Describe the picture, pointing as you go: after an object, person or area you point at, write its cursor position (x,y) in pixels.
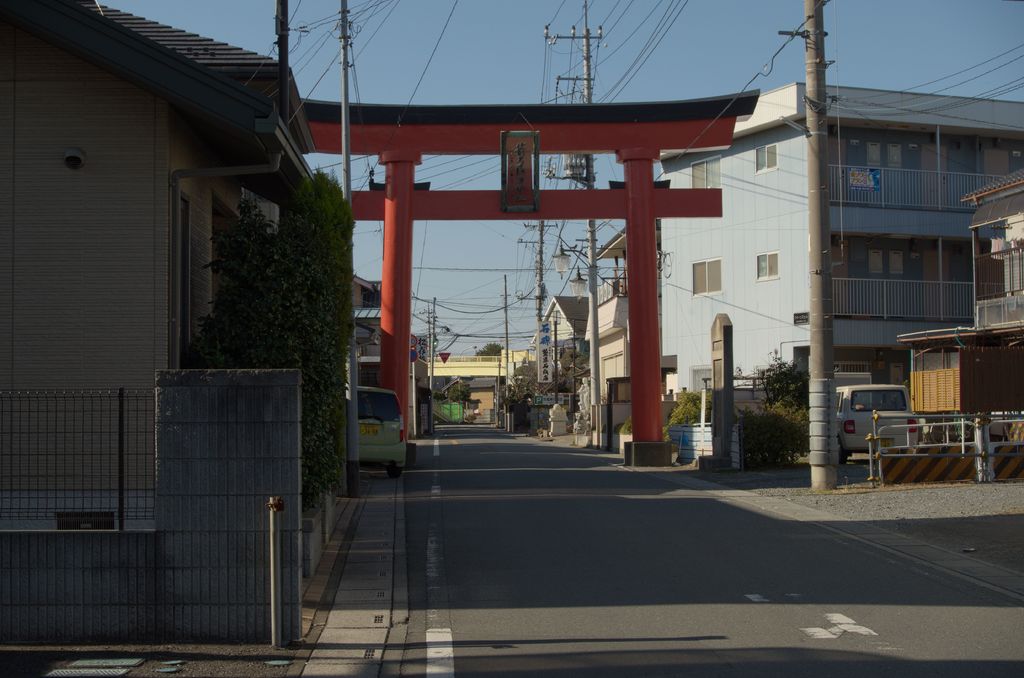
In this picture we can see the road (475,532). There are vehicles (903,436), plants (779,442), trees (519,373), poles (588,291), pillars (400,298), wires (457,313), buildings (890,300), some text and a few things (546,374) on the boards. We can see some fencing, other objects (608,125) and the sky (293,9).
